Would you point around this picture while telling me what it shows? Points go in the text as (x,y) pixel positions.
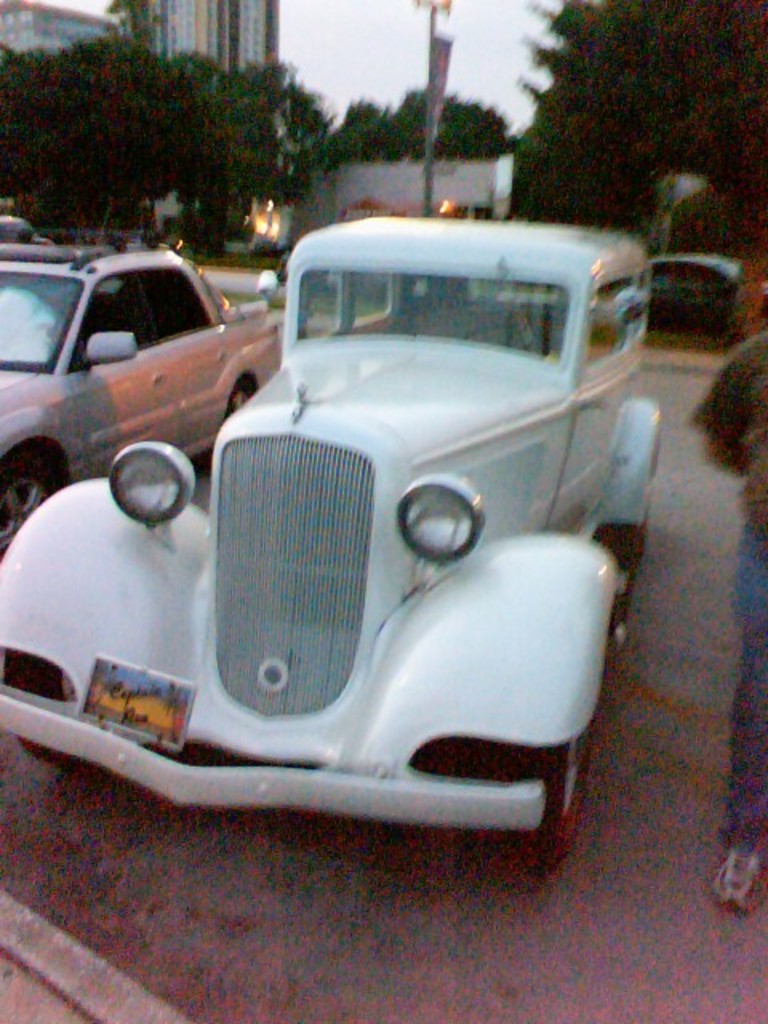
The image is blurred. In the foreground of the picture (359,401) there are cars (245,558), person (758,492) and road (275,915). In the center of the picture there are trees (418,144), car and other objects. In the background (263,23) there are buildings (41,22) and sky (280,25).
